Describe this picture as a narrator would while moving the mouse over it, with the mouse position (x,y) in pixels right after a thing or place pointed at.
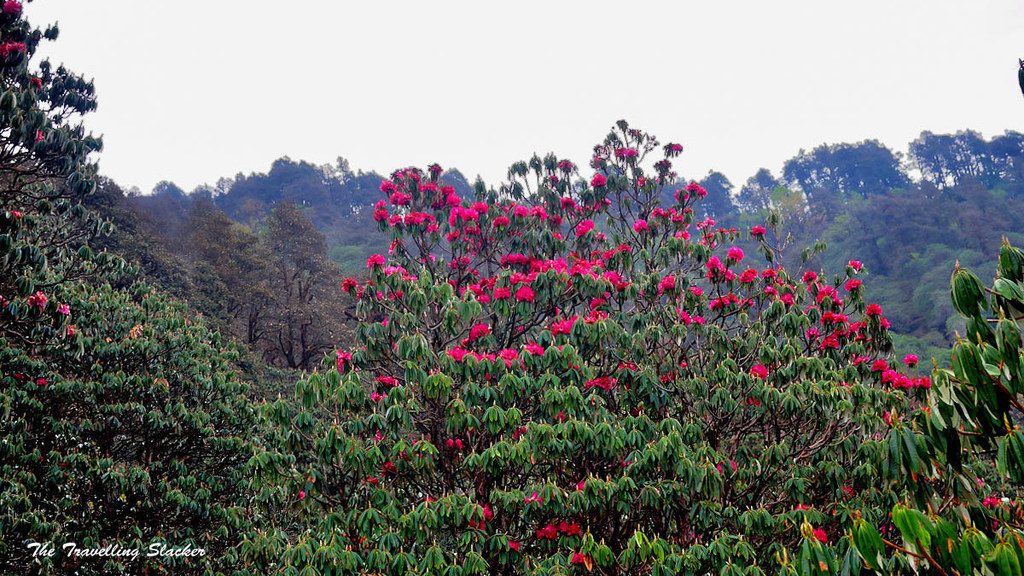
In this image we can see sky (539,50) and trees (544,215) with flowers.
